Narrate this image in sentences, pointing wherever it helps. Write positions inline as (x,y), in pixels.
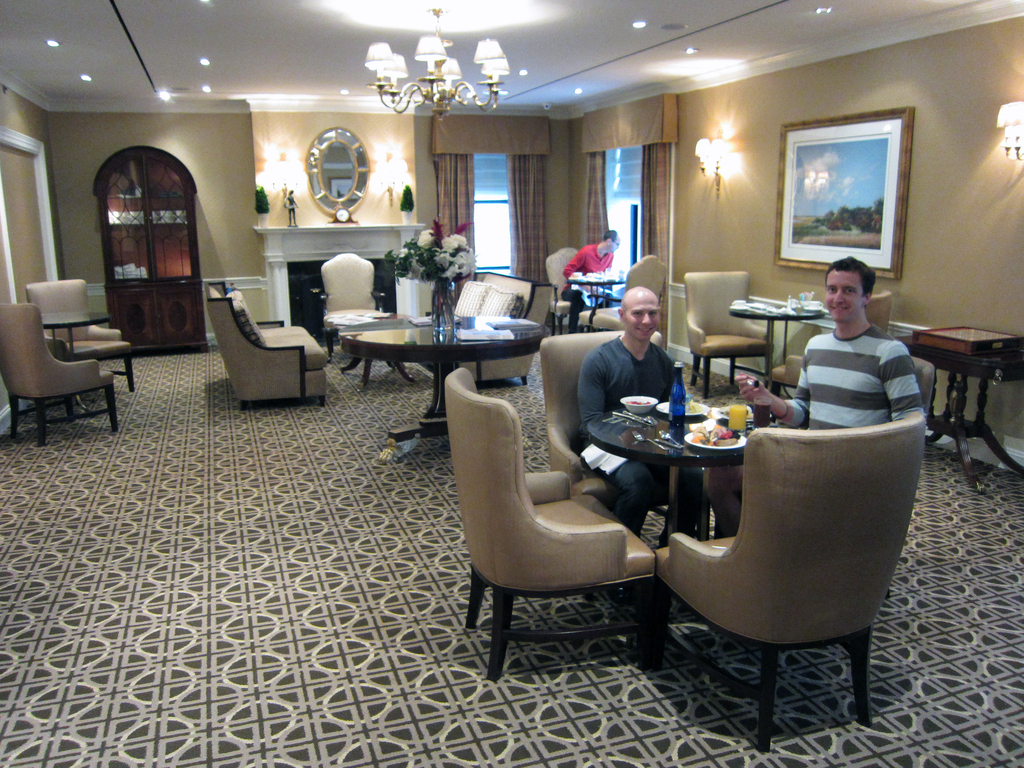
This picture is clicked inside a room (632,730). The man (771,403) on the right corner of the picture (826,395) is holding a spoon (753,387) in his hand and he is smiling. Beside him, we see a man (610,377) with black t-shirt (603,392) is also sitting on the chair (573,374) and smiling. In front of them, we see a table (652,444) on which bottle (681,394), plate (666,405), food (641,403), bowl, spoon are placed. In this room (444,422), we find many tables (51,318) and chairs (33,315). Behind them, we see a wall (937,199) and a photo frame (844,196) on it. Beside that, we see lights (706,152) and on background (606,248), we see man (588,253) in red shirt (606,266) sitting on the chair (573,253). Behind him, we see windows (493,226) and curtains (452,225) and beside that, we see mirror (324,184) and beside the mirror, we see door (136,262) which is brown in color.
